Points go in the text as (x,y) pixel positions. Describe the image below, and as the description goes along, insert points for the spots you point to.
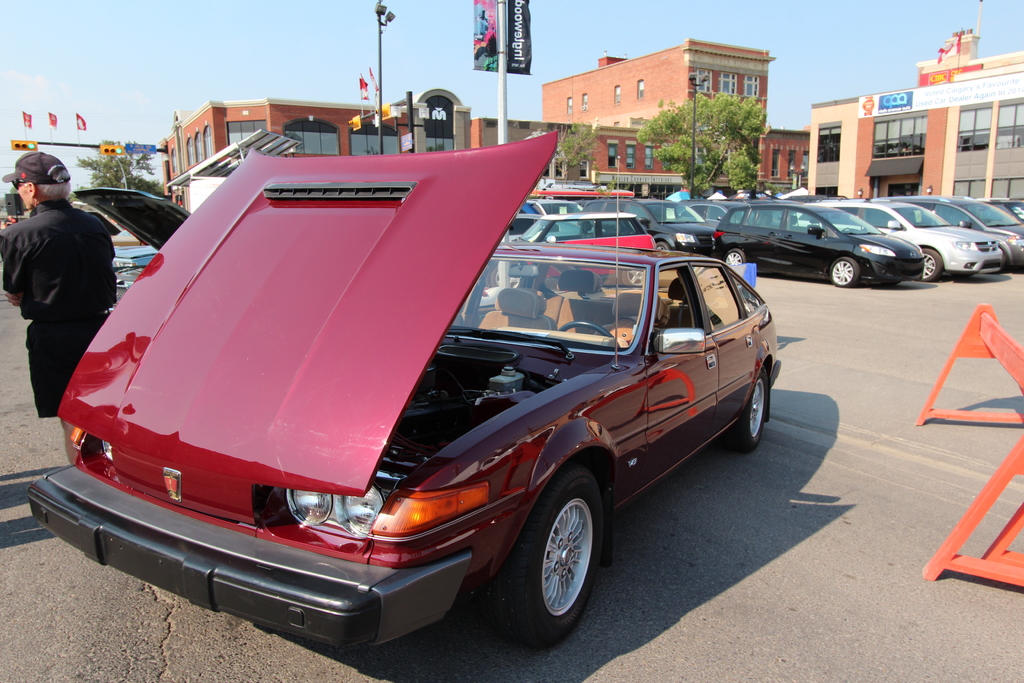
In the image we can see some vehicles (404,211) on the road (1000,434). Behind the vehicles (177,209) there are some poles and trees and vehicles (987,204). On the poles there are some banners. At the top of the image (97,79) there is sky (541,72). On the left side of the image (76,209) a person (41,155) is standing.
